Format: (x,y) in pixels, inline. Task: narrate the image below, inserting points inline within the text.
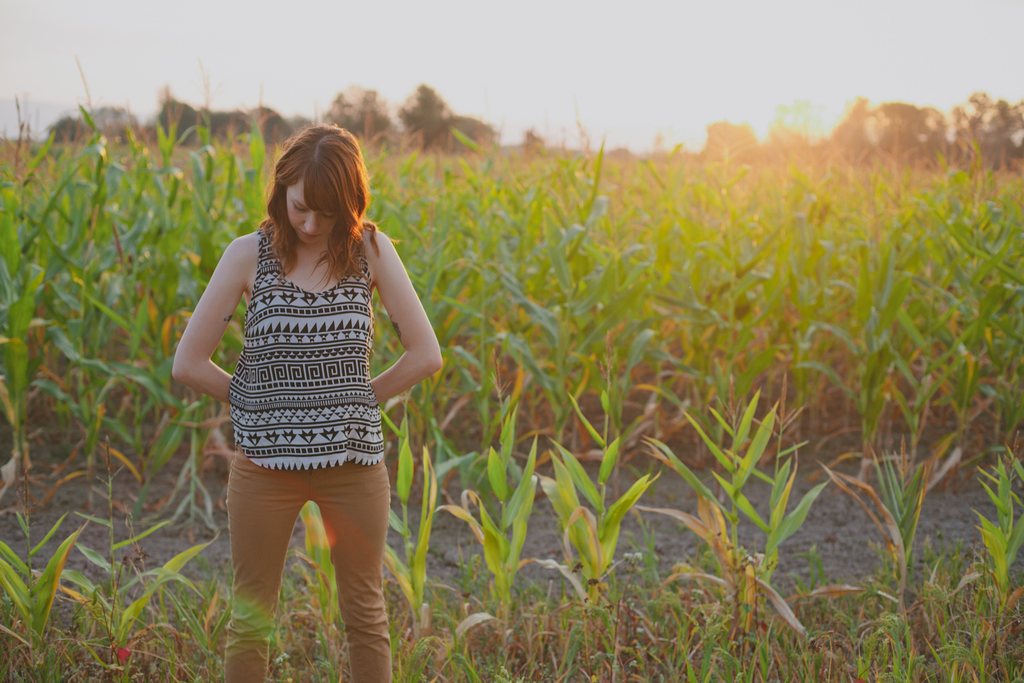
In this picture we can see a girl (293,479) standing in front (296,360). Behind there some green plants (508,265) in the farm (496,284). On the top (527,48) we can see the sky (487,58).
